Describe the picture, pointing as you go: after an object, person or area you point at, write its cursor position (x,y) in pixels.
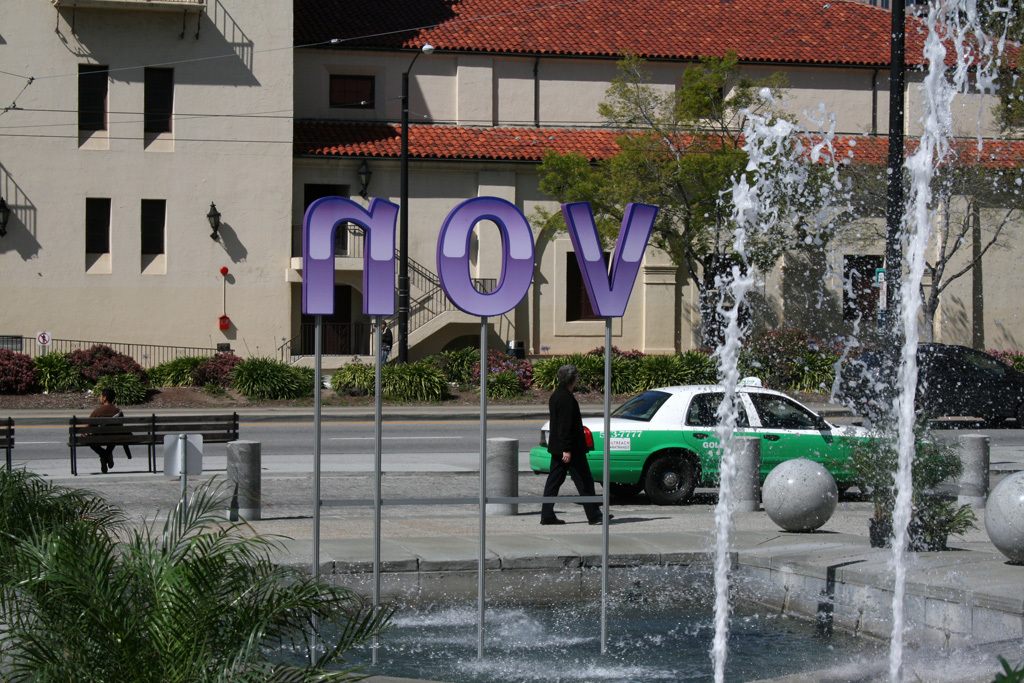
In this image there is a building (516,154) attached with light (215,215) and in front there is a street light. At the bottom (107,600) there is a grass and on it there are some plants (166,364). There is a road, and on the sidewalk (979,520) there is a bench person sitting on it and the other person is walking. And there are some plants (198,613) beside the road (58,453) and also a fountain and stones (231,474).
